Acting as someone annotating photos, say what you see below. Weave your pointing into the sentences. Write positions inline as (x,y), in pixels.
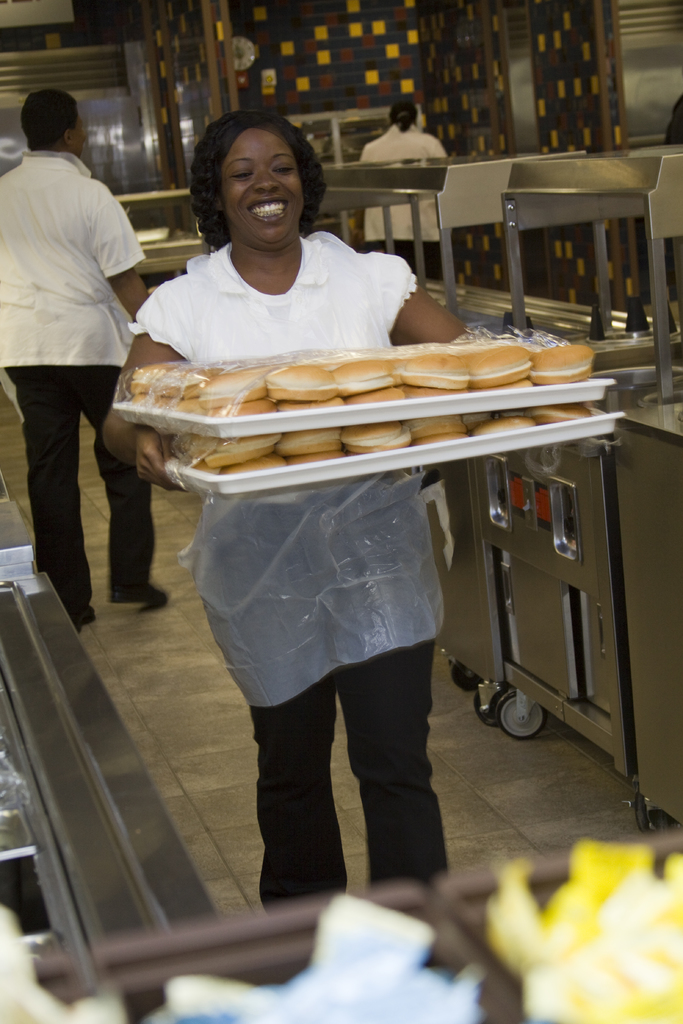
In this image, there are a few people (246,237). Among them, we can see a lady (217,604) holding a tray (256,420) with some food items (374,375). We can see the ground (246,735). We can see some metal tables (583,671) with wheels (533,721). We can see the wall (292,76) with a clock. We can also see some objects (641,924) at the bottom (428,920).
